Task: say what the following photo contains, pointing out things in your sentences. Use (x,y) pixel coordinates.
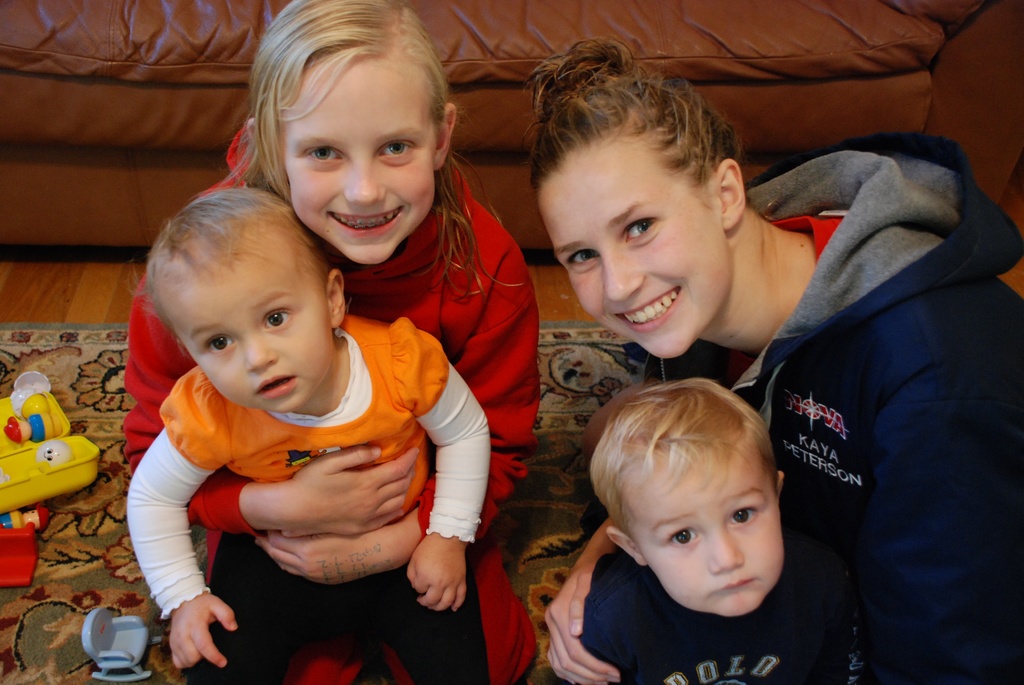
In the image in the center (450,271) we can see two persons (638,340) were sitting and they were holding babies (241,427). And they were smiling, which we can see on their faces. in the background (924,31) there is a couch (866,16), carpet (122,551) and toys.
